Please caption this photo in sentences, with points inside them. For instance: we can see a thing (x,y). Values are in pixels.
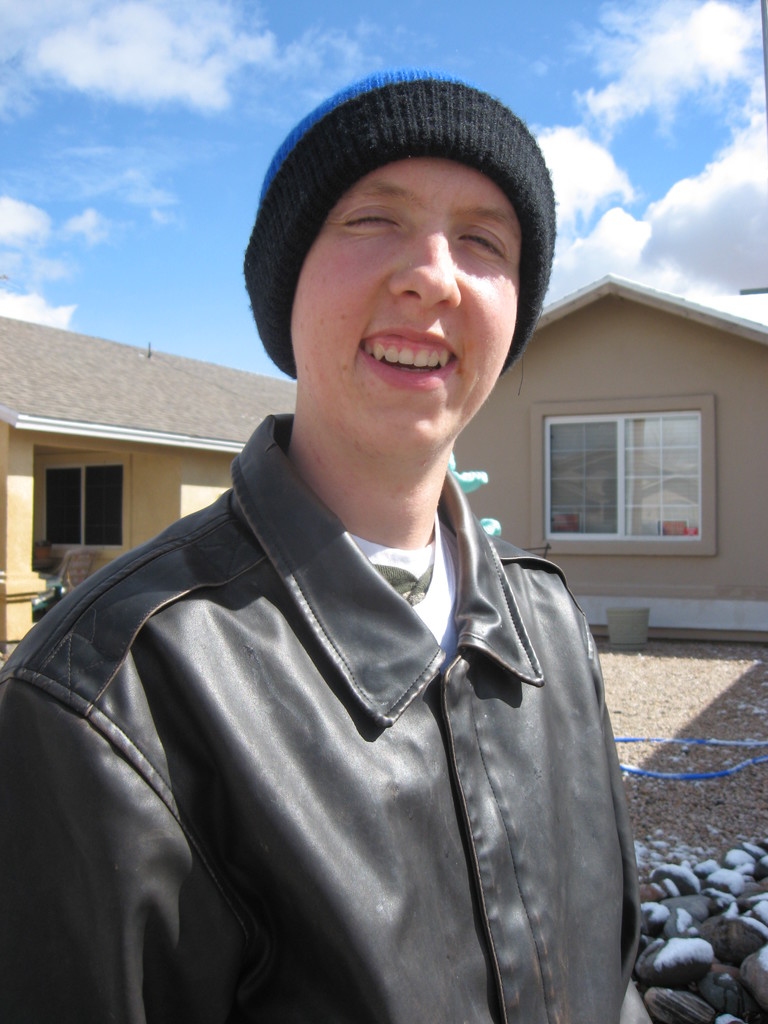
In this picture there is a man (419,674) who is wearing cap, jacket (439,687) and t-shirt (453,659). Besides him I can see many stones (720,995). In the back (759,596) I can see the building (79,393). On the right (575,518) there is a window (602,521). At the top (96,49) I can see the sky (357,4) and clouds (228,20).
